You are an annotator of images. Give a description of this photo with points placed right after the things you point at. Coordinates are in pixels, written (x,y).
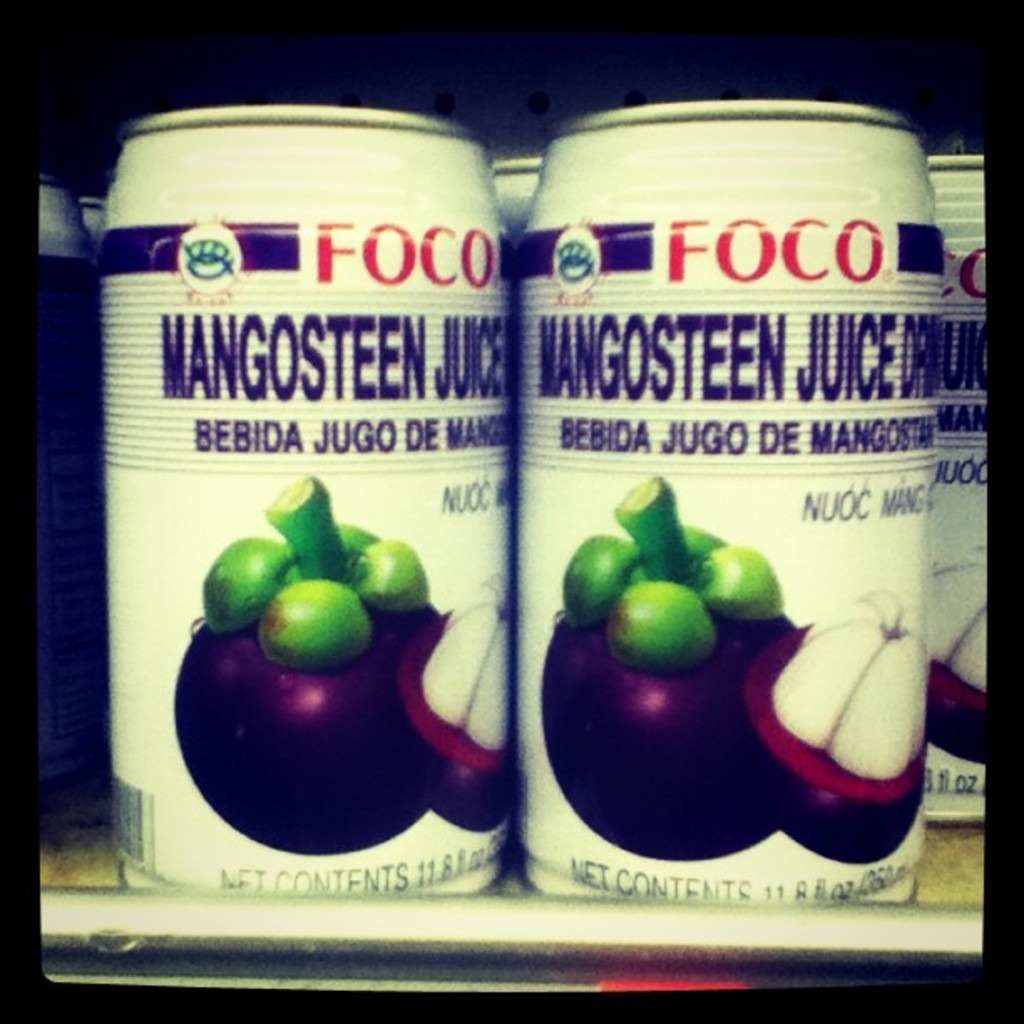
In this image I can see the food container (238,537) which are in white color. I can see something is written on it. These are in the rack (474,919).
